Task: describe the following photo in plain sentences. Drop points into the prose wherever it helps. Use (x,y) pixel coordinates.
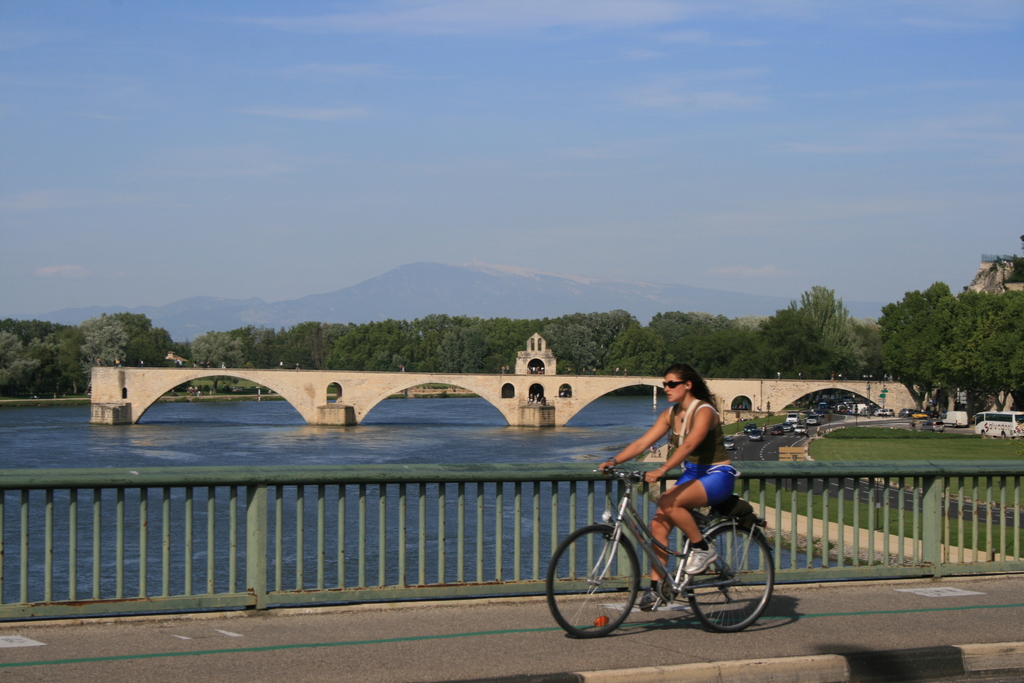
Far there are number of trees (925,314) and mountains (424,282). This is a freshwater river (378,449). This is bridge (316,378). Vehicles (805,428) on road (739,441). This woman (696,461) is riding a bicycle (740,607). This is fence (776,515).
